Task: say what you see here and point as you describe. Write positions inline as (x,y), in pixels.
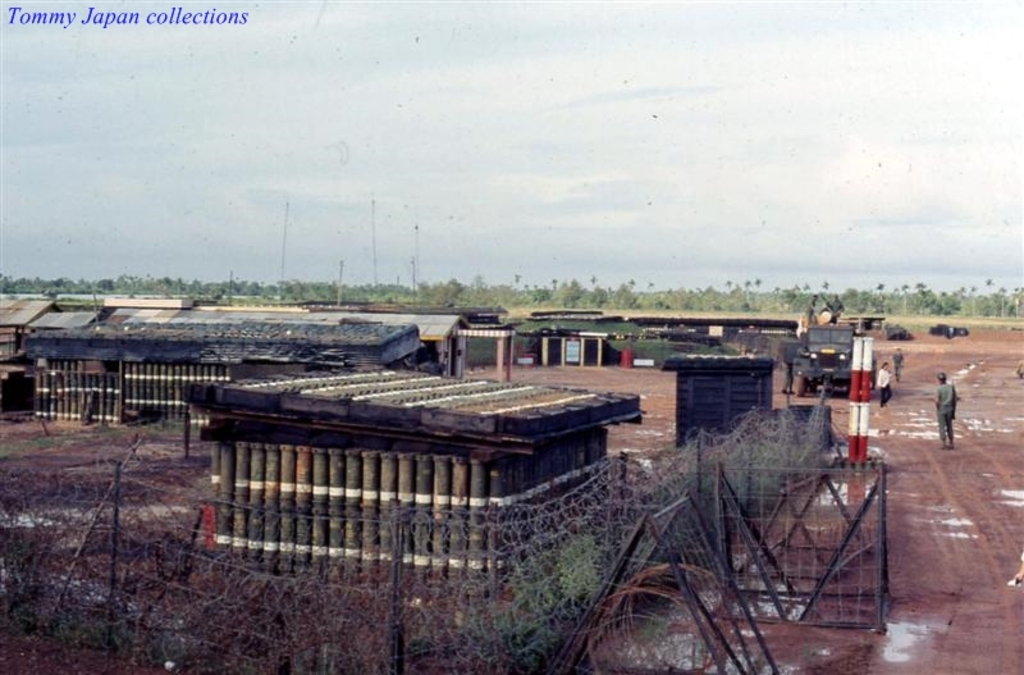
To the right side of the image (947,398) we can see a group of people (946,396) standing on the ground (958,464). In the foreground (796,512) we can see a fence (749,584). In the center of the image (533,439) we can see a group of buildings (395,402), vehicle (825,359) parked on the ground (927,373). In the background (579,300) we can see a group of trees (590,294) and the sky (656,186).
